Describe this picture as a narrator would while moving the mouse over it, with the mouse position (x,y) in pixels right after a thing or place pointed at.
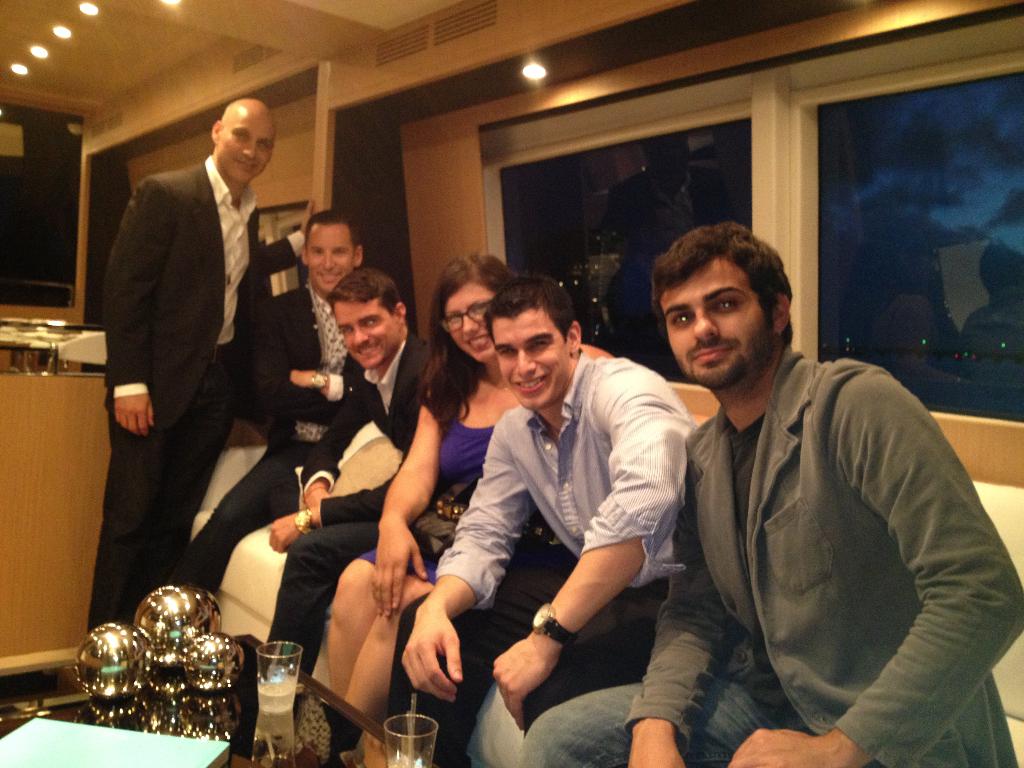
In this picture I can see a group of people (552,571) are sitting and a man (174,338) is standing. Some of them are wearing suits (187,448). In the background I can see lights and windows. Here I can see a table (214,730) on which I can see glasses (280,709) and some other objects (152,653).
